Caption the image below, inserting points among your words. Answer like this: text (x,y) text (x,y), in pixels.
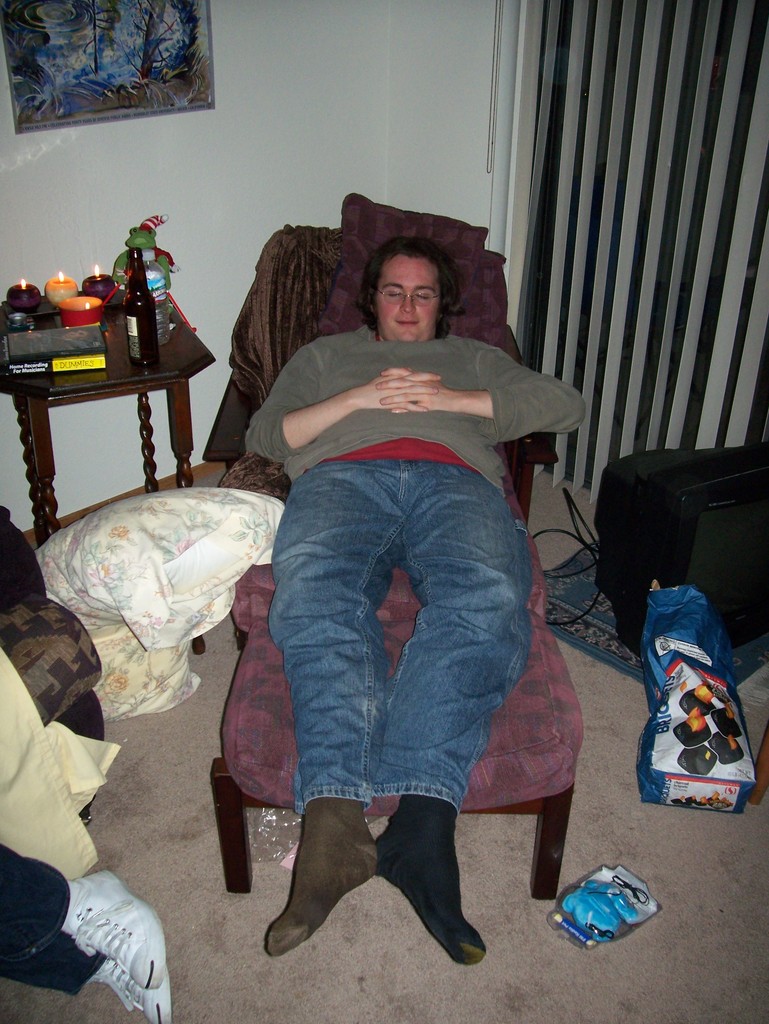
This person (379,378) is lying on a chair (275,667). Beside this chair (261,568) there is a pillow (190,557). On this table (107,385) there are candles (92,277), book (32,338) and bottles (131,306). A picture (140,113) on wall (284,42). Television (678,543) on carpet (586,626).
